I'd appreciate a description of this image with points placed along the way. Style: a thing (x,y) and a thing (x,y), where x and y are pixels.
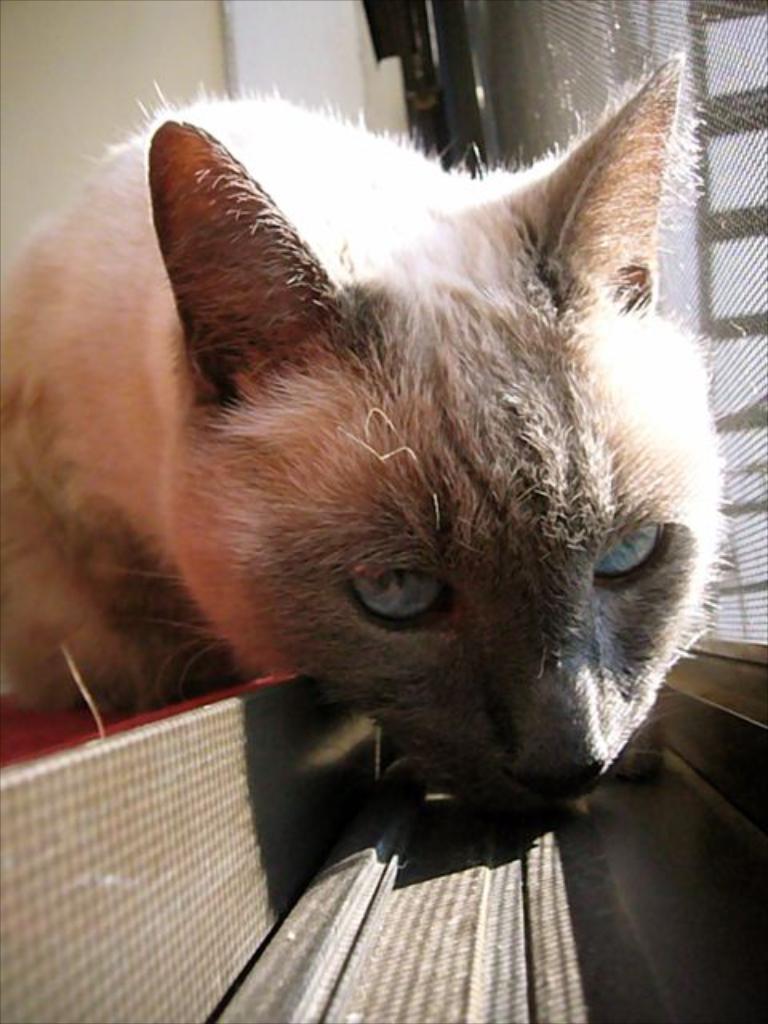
We can see an animal (114,562) on the surface (752,834). In the background (153,48) we can see wall (105,61) and mesh (642,5).
